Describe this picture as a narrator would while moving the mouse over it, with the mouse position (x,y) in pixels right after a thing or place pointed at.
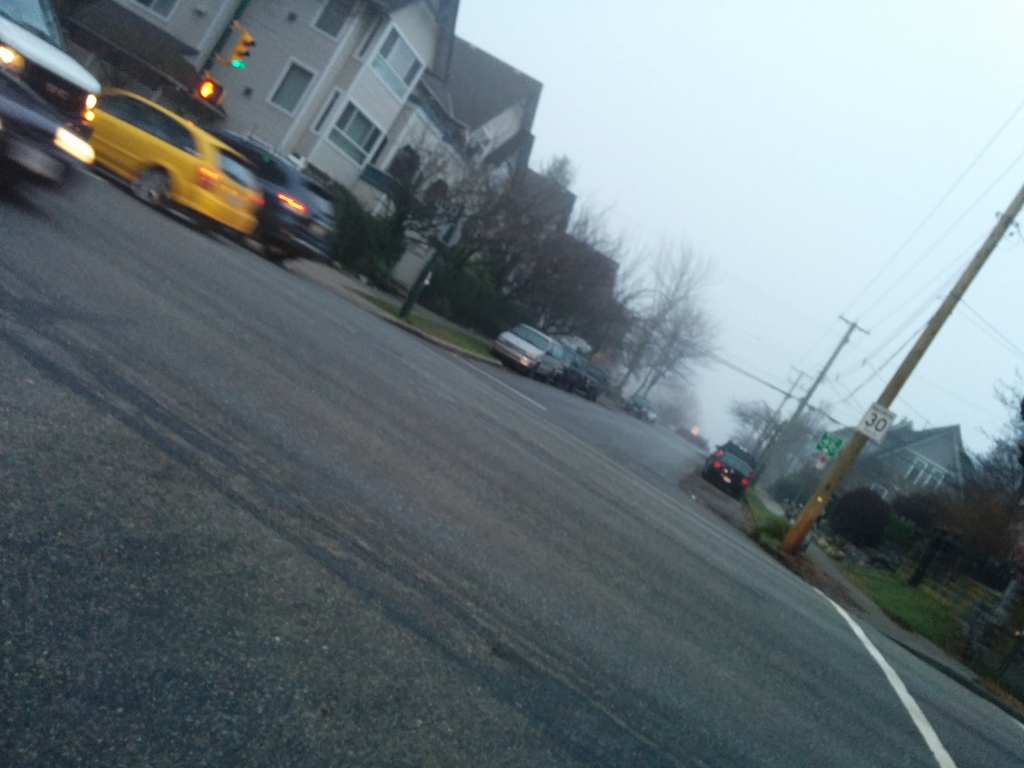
There are some cars (219,194) parked on the road (426,367) as we can see in the middle of this image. There are some trees (524,272) and buildings (432,142) in the background (757,462). There are some current poles (800,413) on the right side of this image (793,410) and there is a sky (739,88) at the top of this image (724,107).
